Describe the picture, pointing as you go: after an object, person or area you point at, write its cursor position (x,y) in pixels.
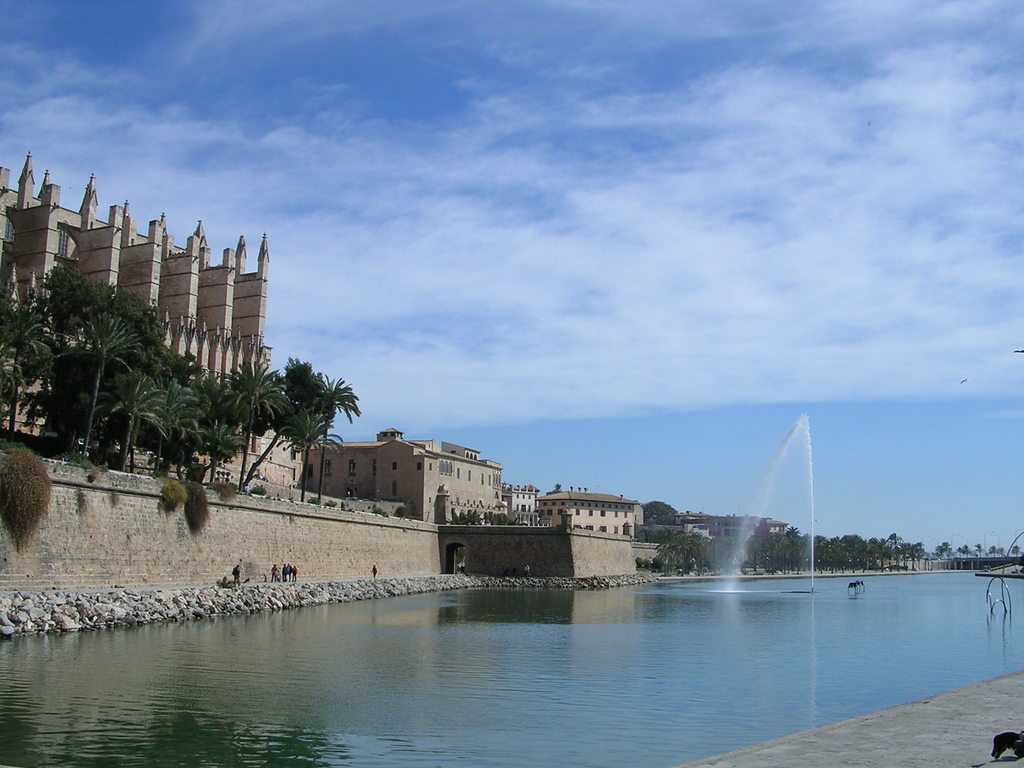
In this image I can see the water (598,628), background (140,373) I can see few trees (153,373) in green color, buildings (526,511) in brown and cream color and the sky (592,180) is in blue and white color.
